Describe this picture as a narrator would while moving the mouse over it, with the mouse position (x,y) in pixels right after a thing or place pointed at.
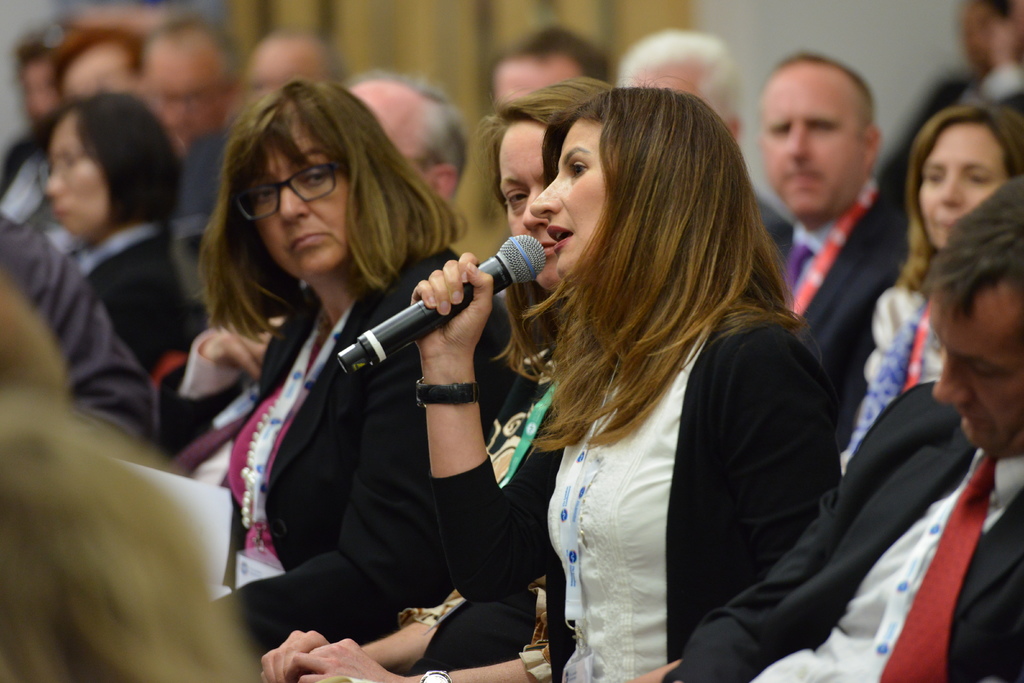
A group of people (863,298) are sitting on a chair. The woman (625,198) in black jacket (688,440) holding a mic (513,261) is highlighted. The woman (391,291) beside her wore spectacles (316,192) and id card (260,556).
